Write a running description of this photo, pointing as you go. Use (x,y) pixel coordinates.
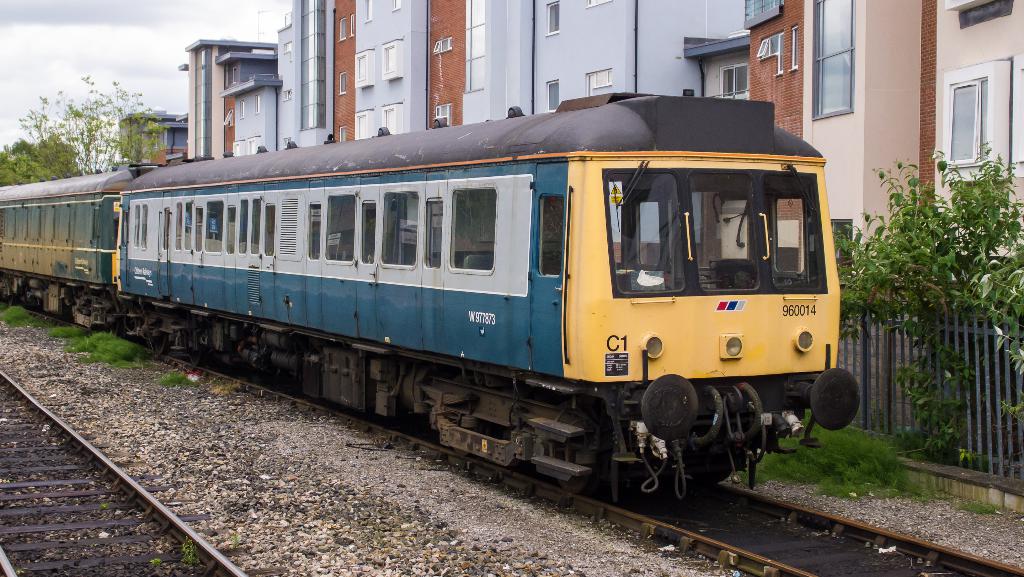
In this image we can see many buildings (821,63) and they are having many windows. There are two railway tracks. There is a train (431,269) in the image. There are many trees (56,154) in the image. There are few plants (978,301) and a grassy land (818,463) in the image. There is a sky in the image.
